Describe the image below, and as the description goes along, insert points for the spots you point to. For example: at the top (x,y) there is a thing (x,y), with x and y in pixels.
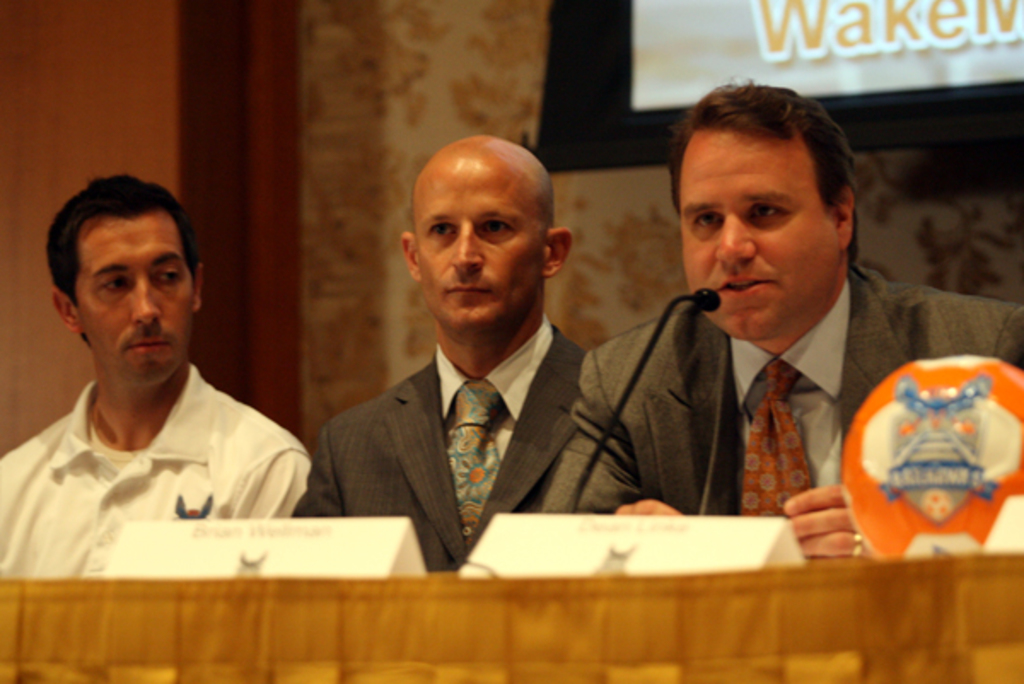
In this image in the center (494,441) there are persons (260,429) sitting. In the front (443,613) there is a table (475,638) which is covered with yellow colour cloth (207,641). On the table (416,642) there are name plates (589,552) and there is a mic (619,413) which is black in colour. In the background (408,84) there is wall (439,79) and there is a screen (647,86) on the wall (499,58).
